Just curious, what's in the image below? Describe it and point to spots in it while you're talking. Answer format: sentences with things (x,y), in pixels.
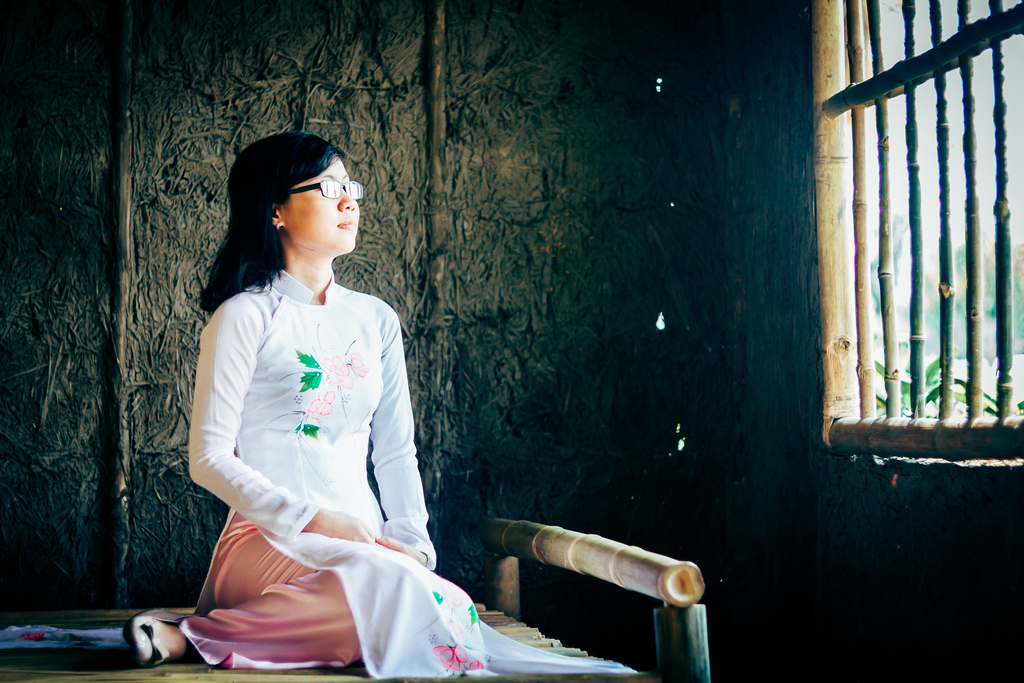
The girl (320,352) in the middle of the picture (364,410) wearing white dress (319,408) is sitting on a wooden bed (641,676). Behind her, we see a wall (391,238) and beside that, we see a window (935,231) which is made up of wooden sticks (978,391) and from the window (972,264), we can see trees (965,345).
